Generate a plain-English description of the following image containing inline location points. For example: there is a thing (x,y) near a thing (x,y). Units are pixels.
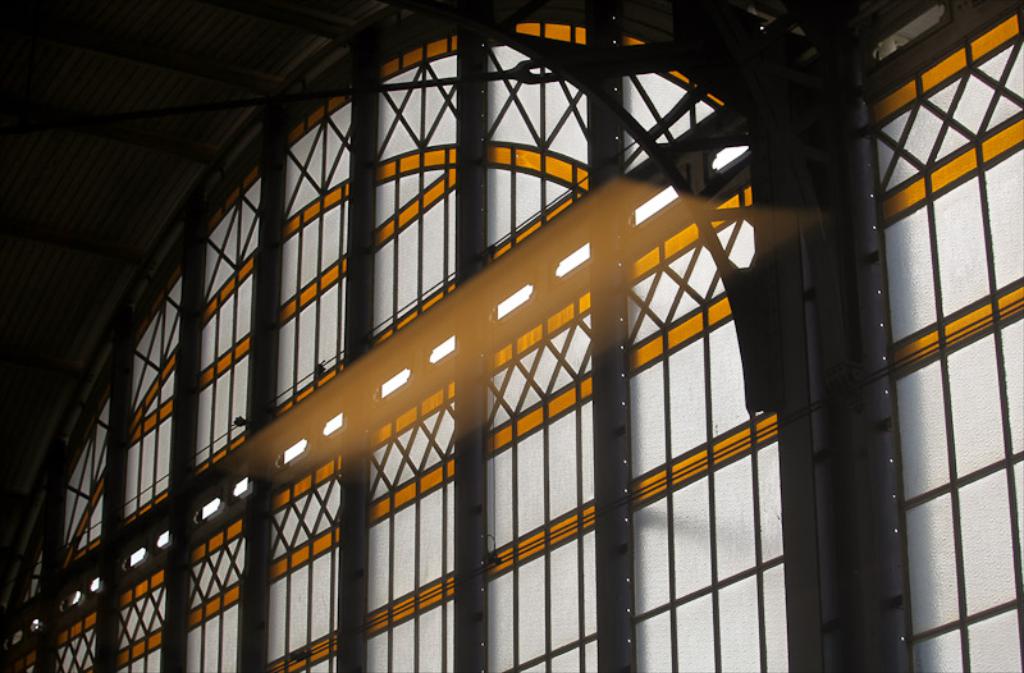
In this picture I can see there is a Iron frame (872,601) and there is a glass window (918,182) here.
